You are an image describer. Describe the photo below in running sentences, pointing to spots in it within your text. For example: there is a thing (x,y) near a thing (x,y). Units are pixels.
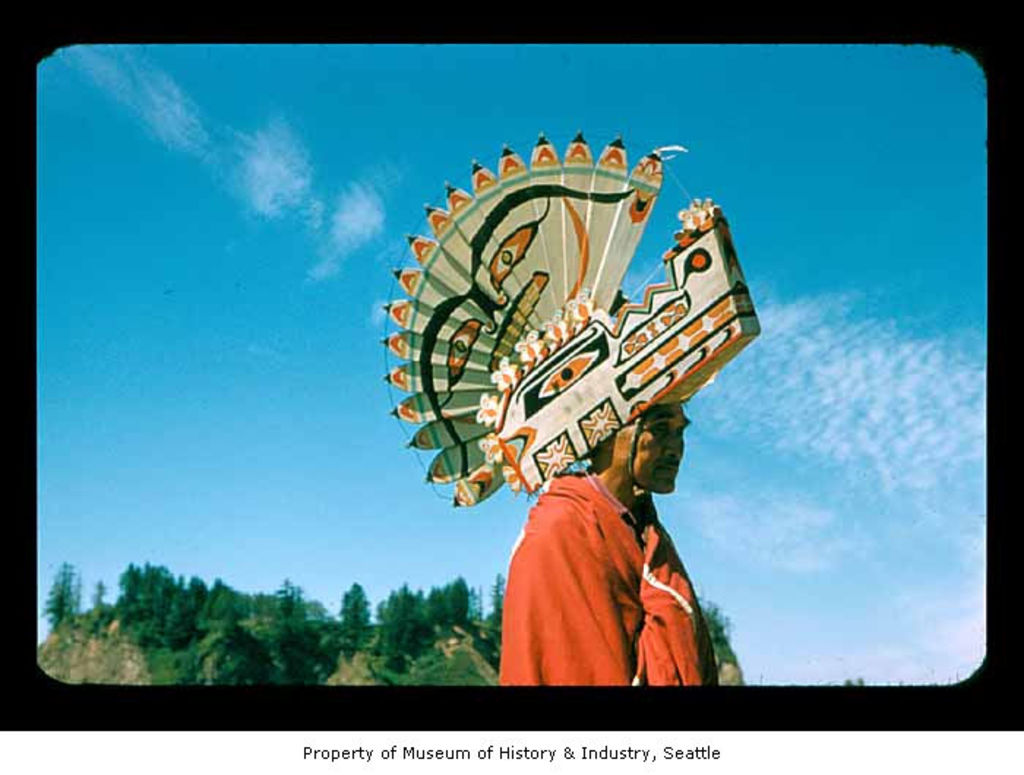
It is an edited image, there is a man (596,489) and he is carrying a property (530,369) on his head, he is wearing a red costume (559,581) and behind the man (508,633) there are lot of trees (394,637) and in the background (943,259) there is a sky (253,337).
